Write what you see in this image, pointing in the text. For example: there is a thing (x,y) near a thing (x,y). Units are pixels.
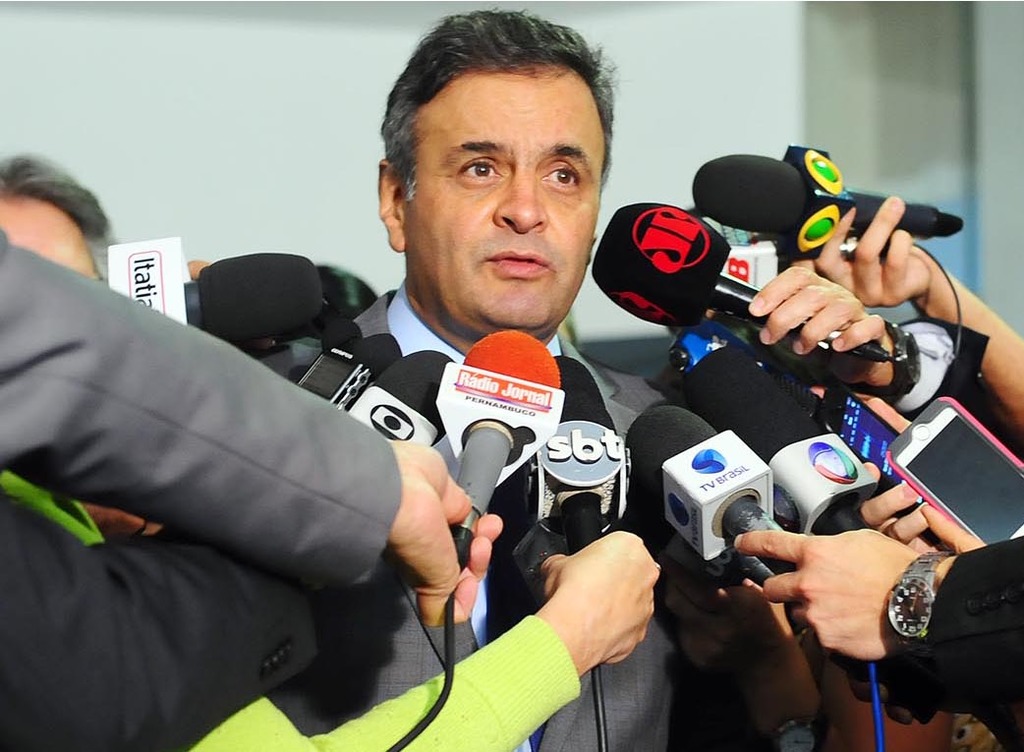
In the Image I can see some mics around the person (510,148) and also we can see a phone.
